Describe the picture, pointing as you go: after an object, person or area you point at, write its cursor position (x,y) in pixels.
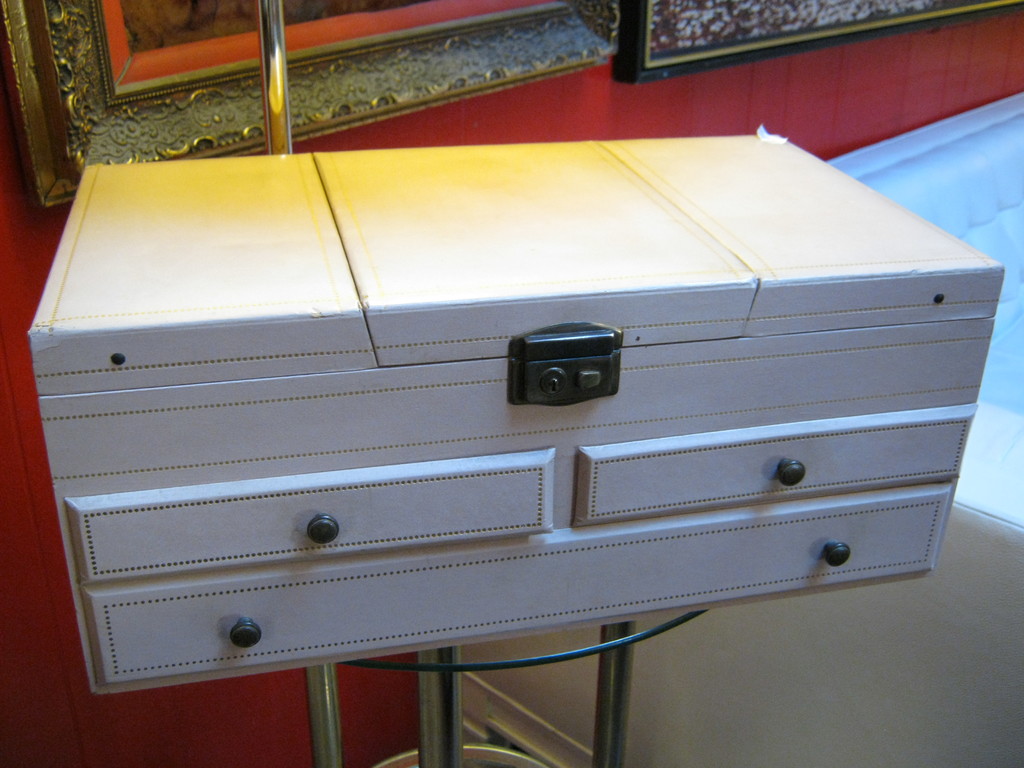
In the middle of the picture (445,298), we see white color chests of drawers (556,392). Behind that, we see a wall (597,98) in red color and we even see frames (781,16). This picture is clicked inside the room (976,669).
